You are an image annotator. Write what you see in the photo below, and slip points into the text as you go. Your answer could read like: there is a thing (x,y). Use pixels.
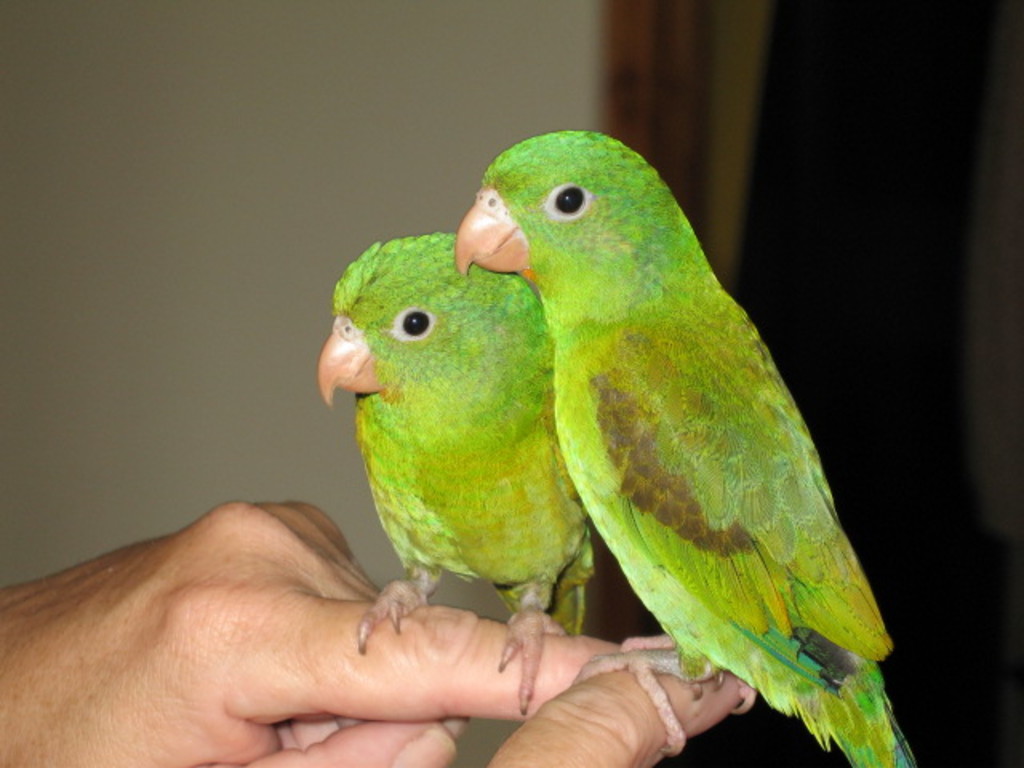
In this picture there are two parrots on a person's (259,640) fingers (304,652). The background (498,723) is blurred. In the background (33,203) there are curtain (668,72) and wall (266,184).
